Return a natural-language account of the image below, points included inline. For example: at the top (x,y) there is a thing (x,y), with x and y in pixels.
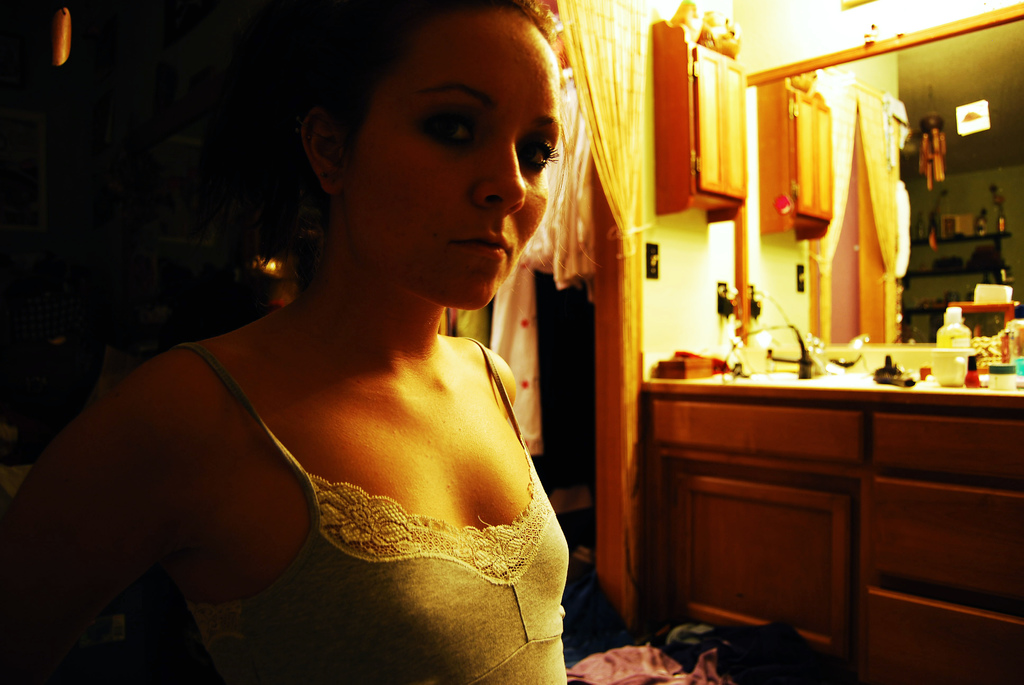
In the foreground of this image (378,404), there is a woman (430,384) in grey colored dress (496,650) and on the right side of the image (800,572), there are curtain (628,161), cupboard (690,153), few cosmetics (951,357) and a mirror (921,238).
